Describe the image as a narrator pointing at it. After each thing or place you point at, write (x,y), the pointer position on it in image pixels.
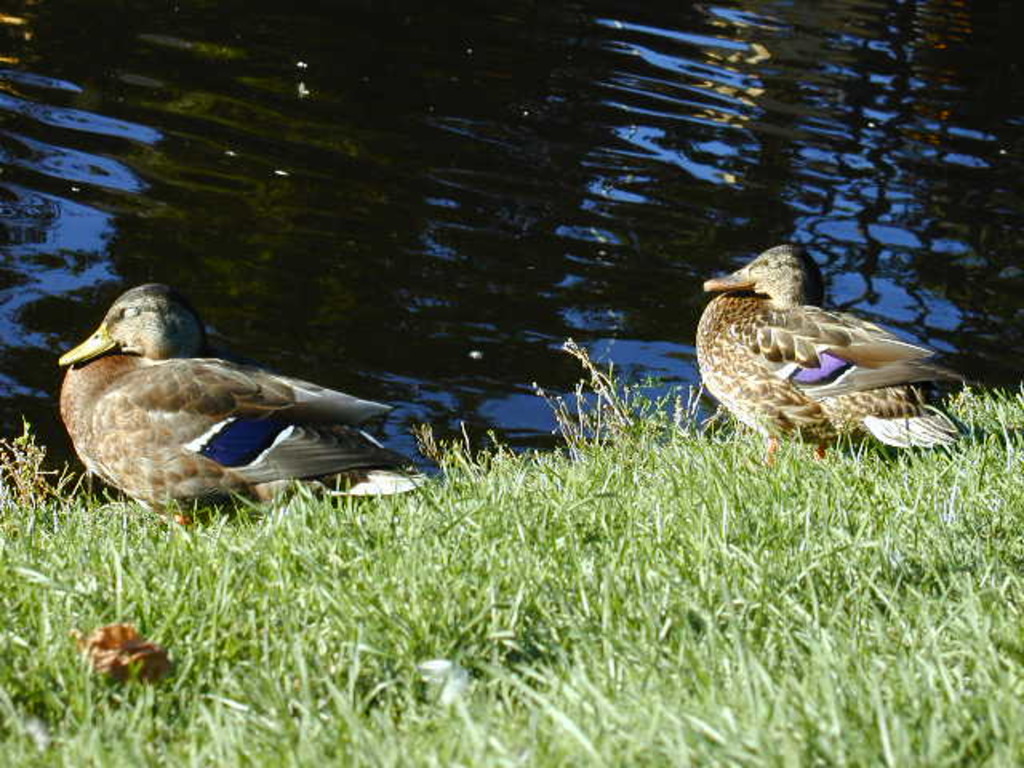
In the picture I can see two birds (145,446) and the grass (460,601). In the background (474,198) I can see the water (466,166).
